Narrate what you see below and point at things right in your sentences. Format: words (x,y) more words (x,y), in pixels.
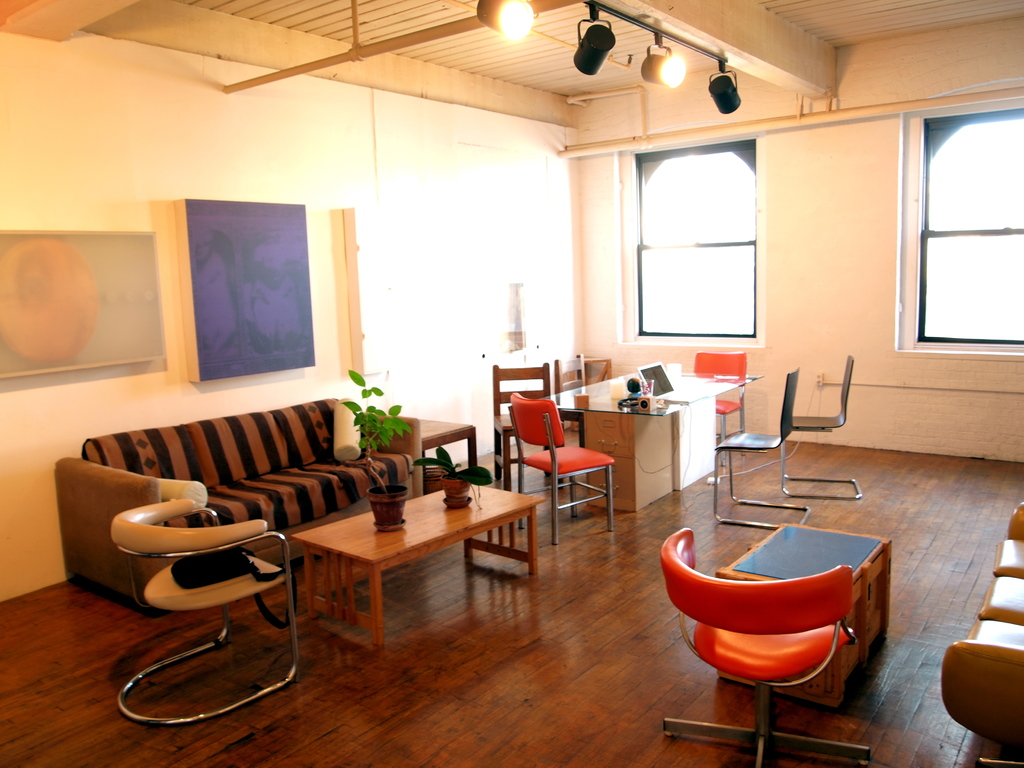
In this picture we can see chairs (295,617), pillows (200,497) on a couch (356,473), house plants (449,506), laptop (669,396) and objects (653,392) on the tables (679,409), floor (914,559), boards (217,280) attached to the wall (134,220) and glass windows (935,257). At the top of the image (324,66) we can see rods (663,142) and lights (519,15).
